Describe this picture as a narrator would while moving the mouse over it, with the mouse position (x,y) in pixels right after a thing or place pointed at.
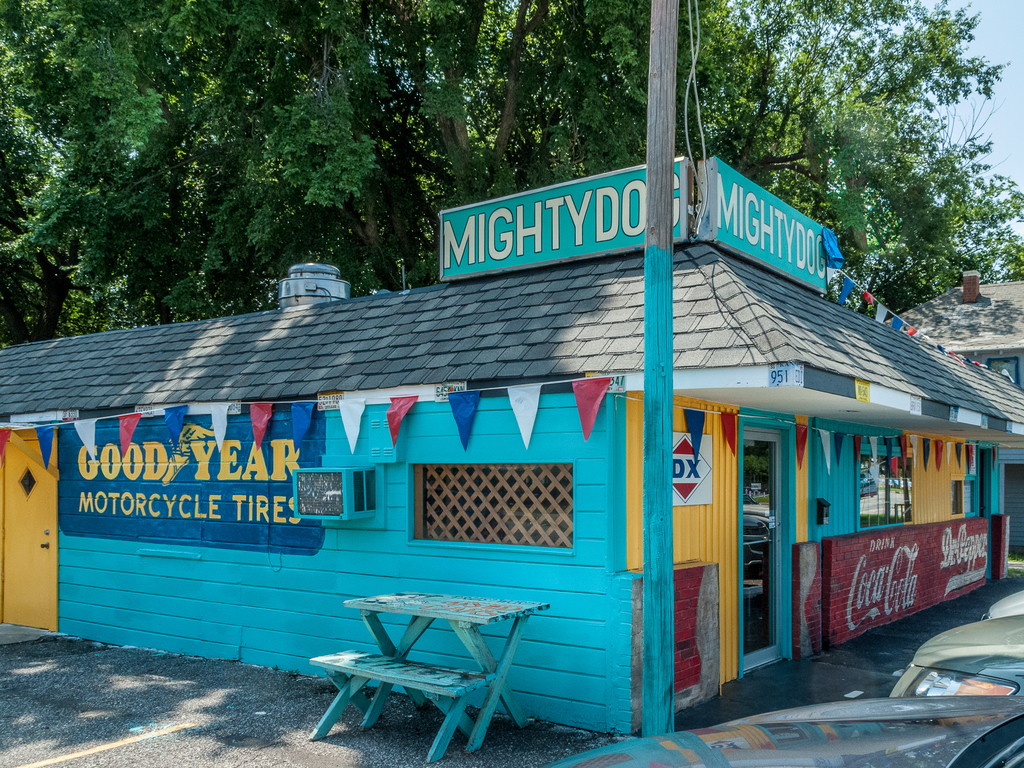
This picture shows a house (962,541) and we see a tree (547,17).
